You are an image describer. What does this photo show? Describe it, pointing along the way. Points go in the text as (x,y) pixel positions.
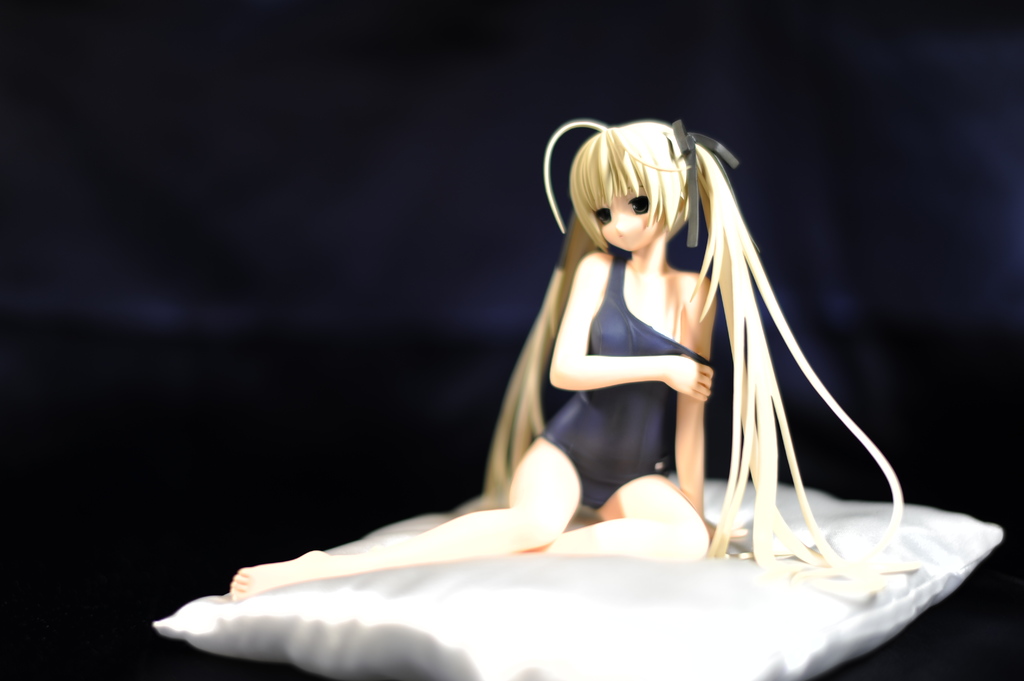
This is a animated image as we can see there is a white color mattress (586,608) at the bottom (579,615) and there is a girl (618,459) sitting on it.
